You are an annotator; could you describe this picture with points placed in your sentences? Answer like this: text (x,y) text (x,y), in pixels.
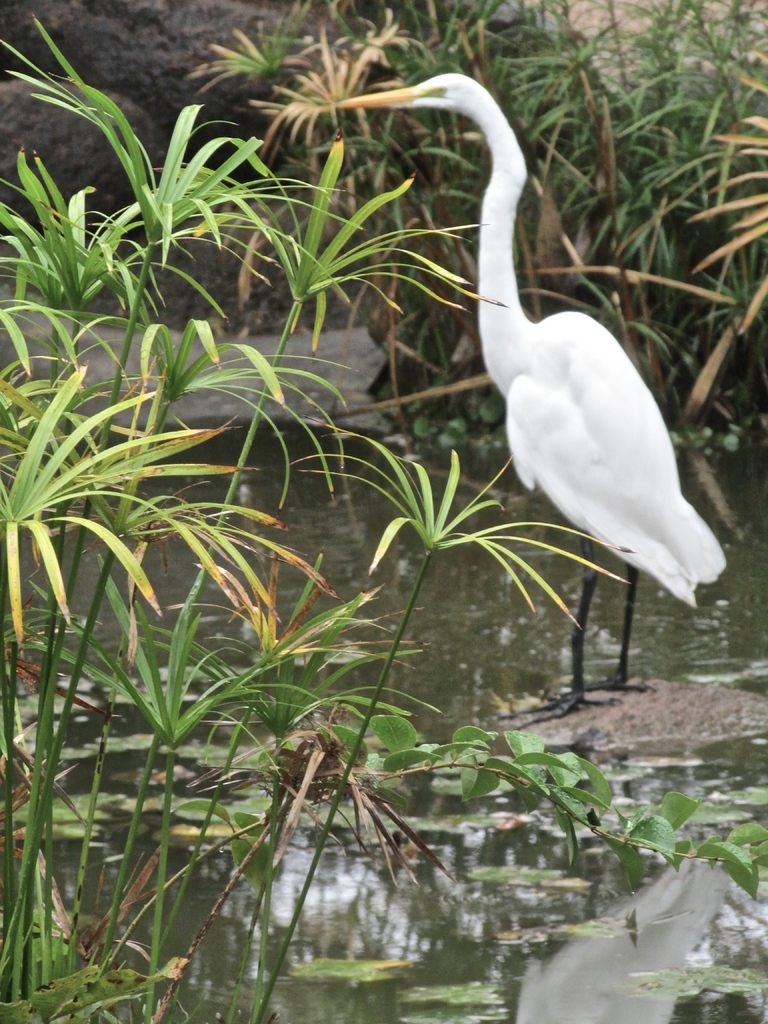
This picture contains an egret (585,416) in white color is on the rock (635,715). At the bottom of the picture (343,818), we see plants (57,211) and water (595,936). This water (383,934) might be in the pond (392,601). In the background (346,65), we see plants (480,183) and rocks (277,316). This picture might be clicked in a zoo (356,743).
